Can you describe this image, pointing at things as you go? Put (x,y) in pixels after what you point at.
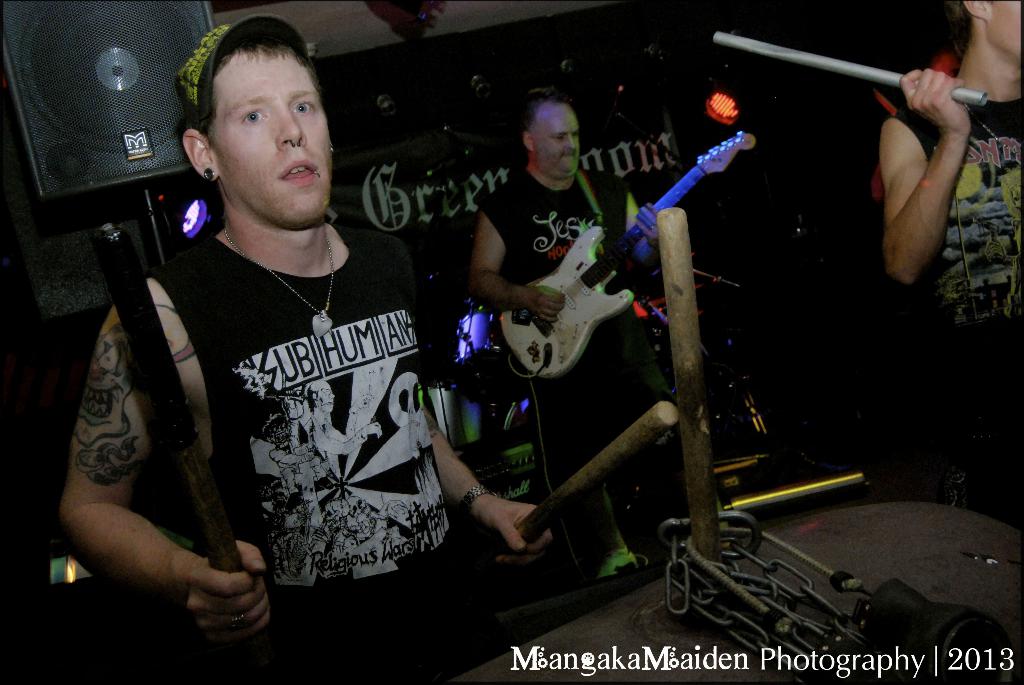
In front of the image there is a person (266,486) holding sticks (205,501) in his hand (504,558), in front of the person (335,575) there is some object (825,541) with chain (709,591), beside the person (438,468) there is another person (940,160) holding a rod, behind him there is a person (538,296) playing guitar (583,311), in the background of the image (351,161) there is a speaker (120,102), banner (501,170) and lamps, at the bottom of the image (989,659) there is some text (724,647).
